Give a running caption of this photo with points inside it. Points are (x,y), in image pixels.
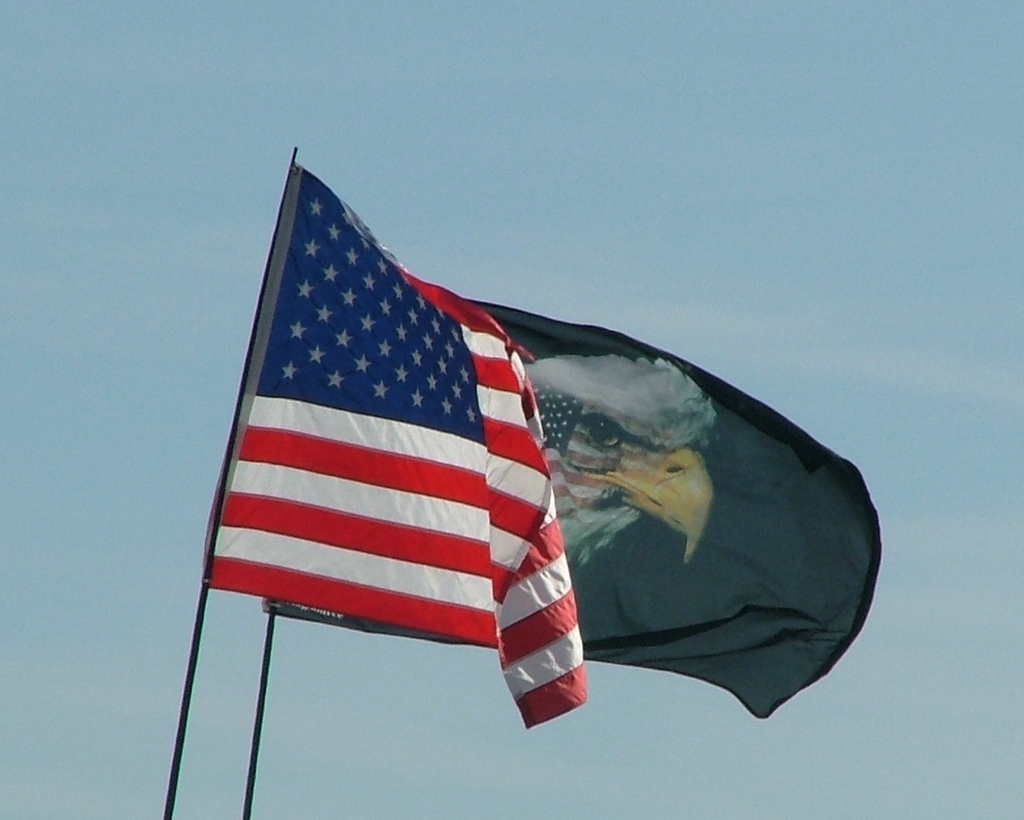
In the image there are two flags (353,474) flying and above its sky (781,178) with clouds (788,354).
